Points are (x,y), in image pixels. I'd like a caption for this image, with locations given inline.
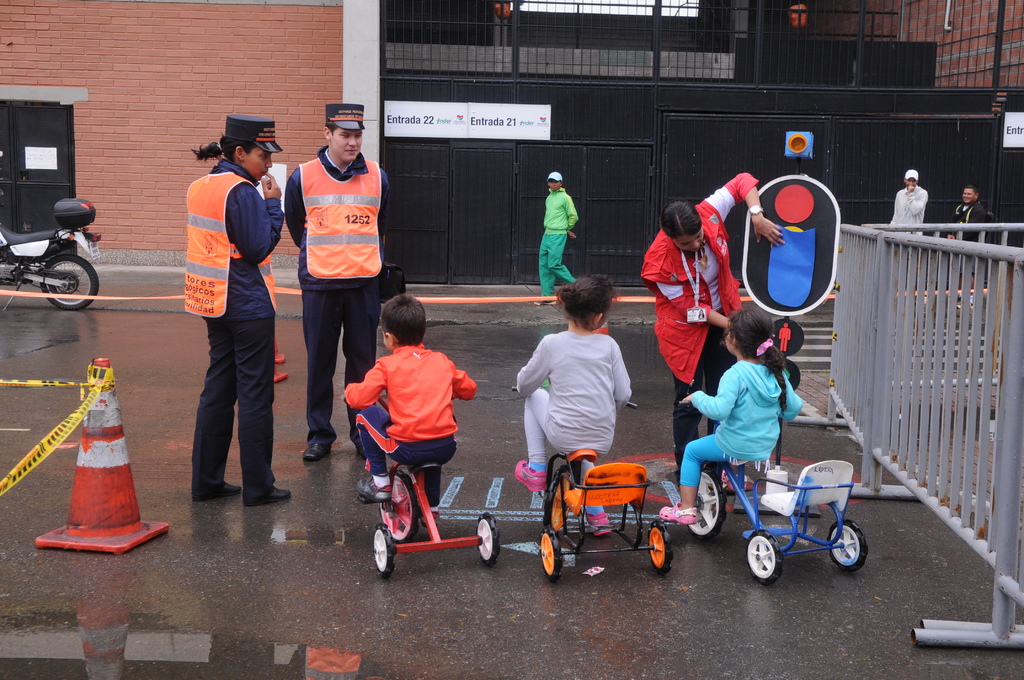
In this image we can see kids (464,375) riding tricycles (659,521). There are traffic cones (107,516). At the bottom (417,581) there is a road (429,609) and we can see people (564,219). On the right (938,260) there are railings (881,244). On the left (92,286) there is a motorcycle (70,278). In the background (118,143) there is a wall (282,112) and we can see doors (711,161). There are boards (480,136).
